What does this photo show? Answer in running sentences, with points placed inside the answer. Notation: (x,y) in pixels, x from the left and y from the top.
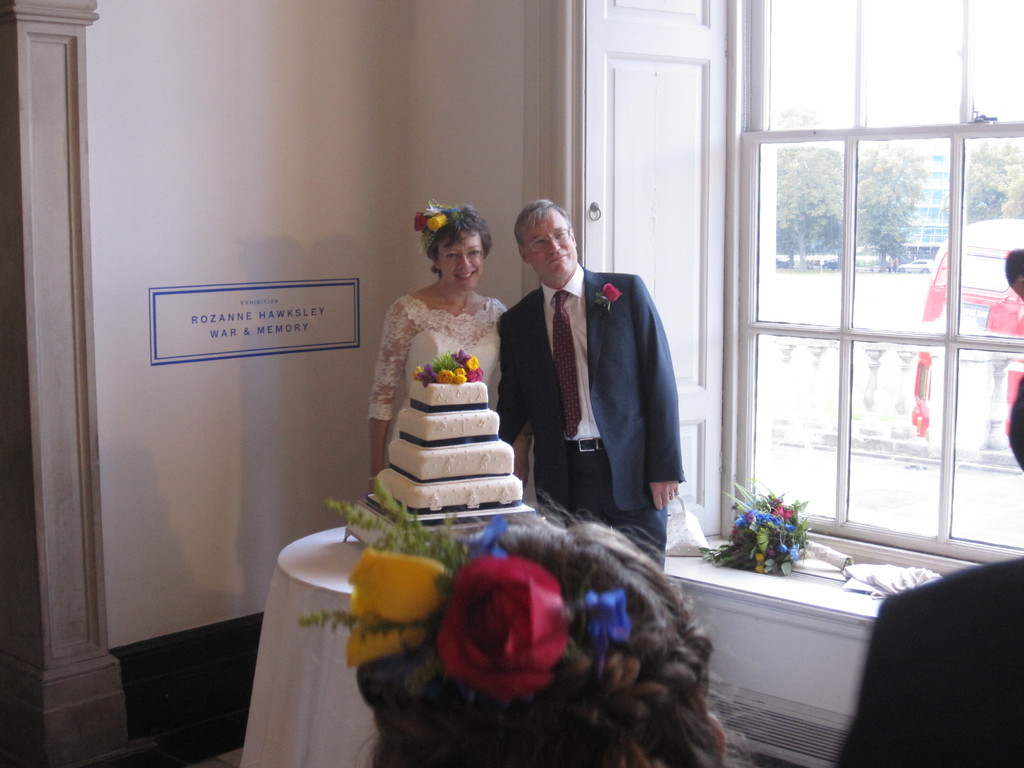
Through the glass (896,174) outside view is visible. We can see the trees (812,155), railing (826,417), person (1016,426) and a partial part of a vehicle (992,278). In this picture we can see a man (584,304) and a woman (428,289). They are standing and smiling. We can see cake (422,508) on a table (353,569). On the right side of the picture (831,555) we can see a flower bouquet (792,565) and objects (857,587) on the platform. At the bottom portion of the picture (473,721) we can see flowers (416,590) and head (647,693) of a person (647,693). In the background (358,324) we can see a pillar (76,418), text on the wall (377,330).
